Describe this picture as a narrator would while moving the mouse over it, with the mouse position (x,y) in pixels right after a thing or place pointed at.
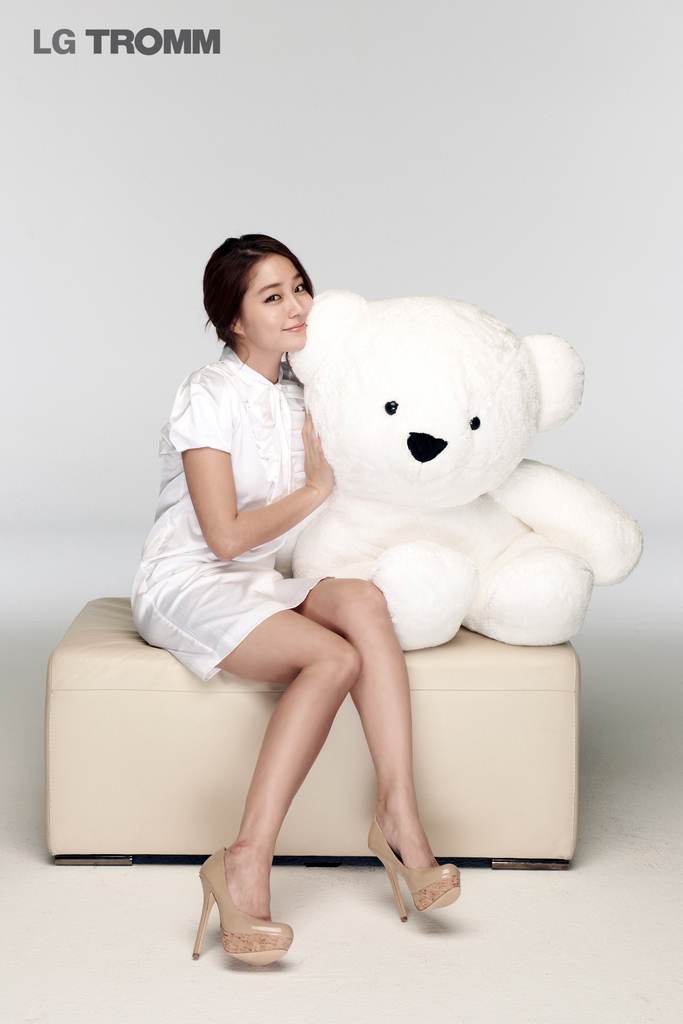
In this image, we can see a woman (389,618) sitting on the ottoman (458,650) and holding a teddy bear (492,398). In the background (469,277), we can see white color.
